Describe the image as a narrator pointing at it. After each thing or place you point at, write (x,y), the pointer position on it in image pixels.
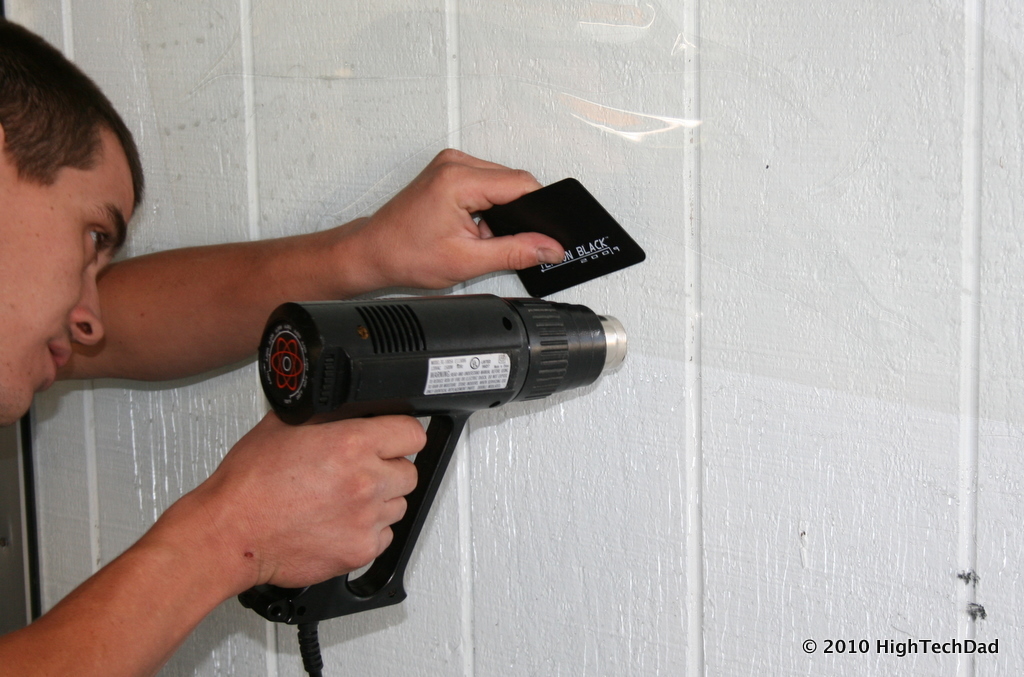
This picture shows that a man (68,318) is heating a film (656,191) on the wall (769,385) with black color heat gun (382,396).
